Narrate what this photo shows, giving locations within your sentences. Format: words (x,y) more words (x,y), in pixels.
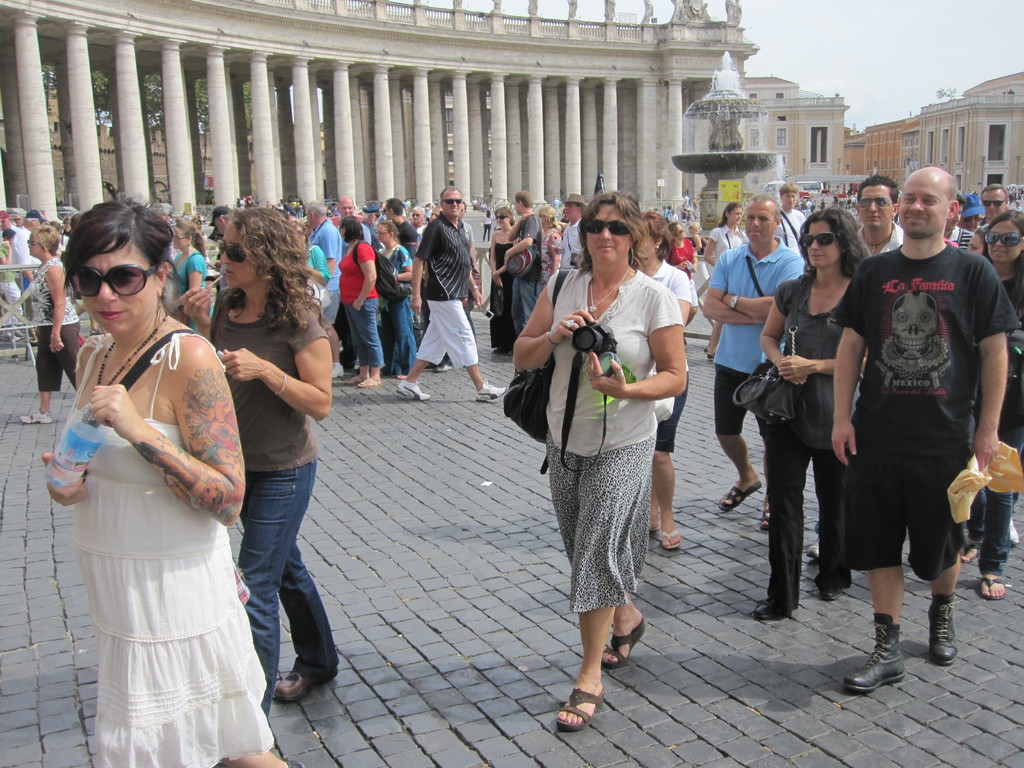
In this image there are a few people (799,314) standing and walking on the road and there is a fountain (736,133). In the background (962,126) there are buildings (830,97) and the sky (862,88).
